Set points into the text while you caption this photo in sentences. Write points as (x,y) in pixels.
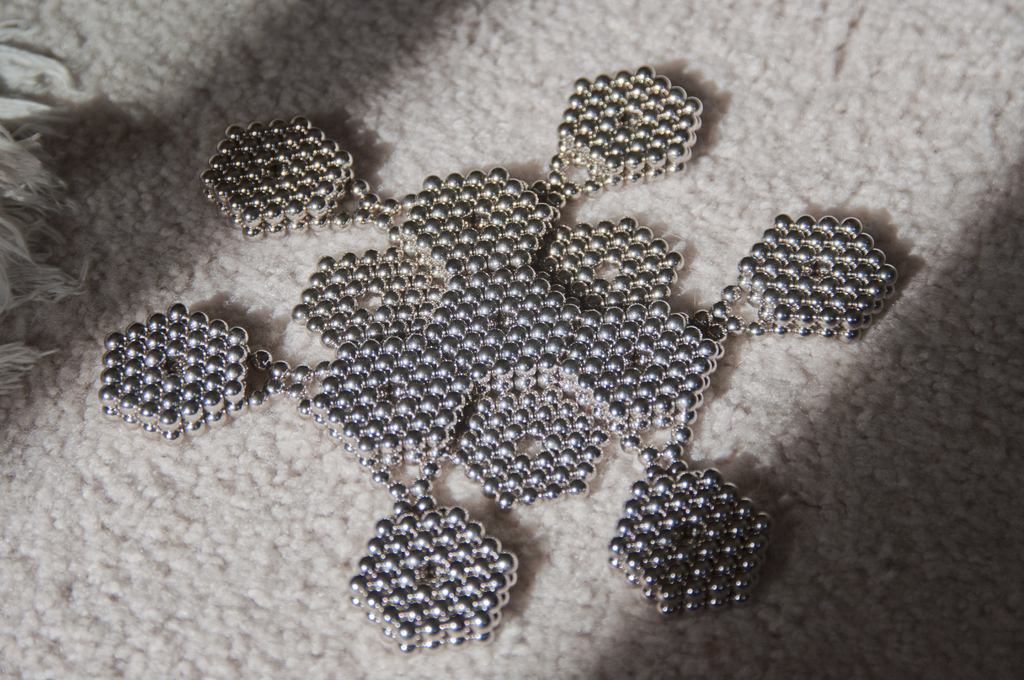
In the center of the image (546,294) we can see decor (594,283) on the mat (162,556).
